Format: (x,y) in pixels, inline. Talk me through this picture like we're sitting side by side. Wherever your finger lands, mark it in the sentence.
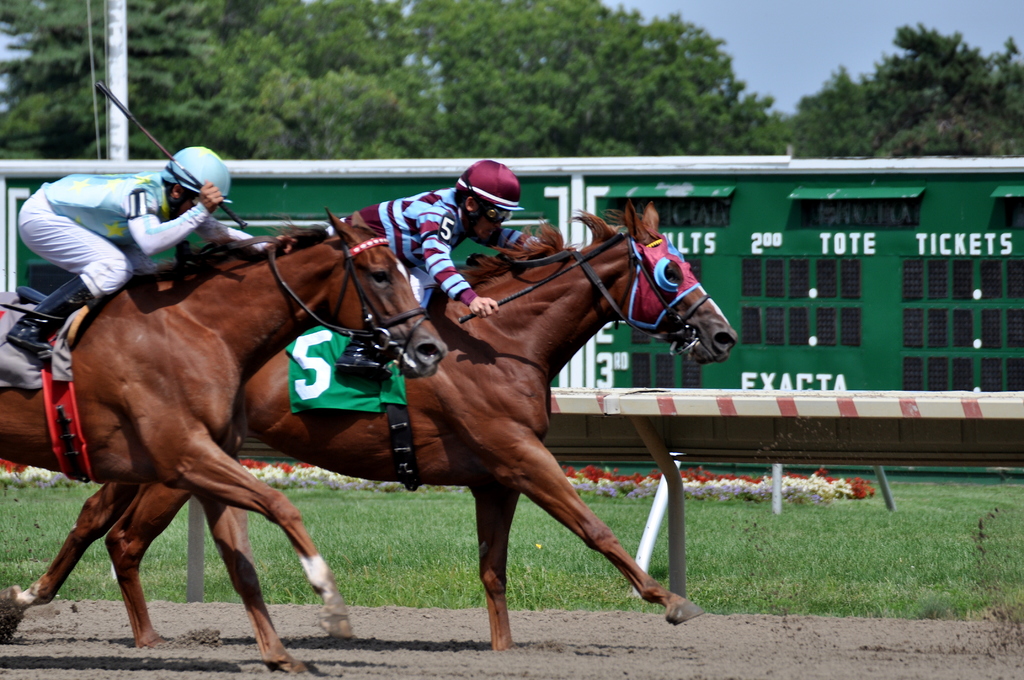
In this picture there are two person (489,222) sitting on the horses (486,291). Here we can see fencing (990,423). At the back (800,211) we can see green color board (770,285). In the background (249,76) we can see many trees (702,112). At the top right (829,16) there is a sky (824,25). Here we can see grass (689,532). On the top left corner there is a pole (123,140).
